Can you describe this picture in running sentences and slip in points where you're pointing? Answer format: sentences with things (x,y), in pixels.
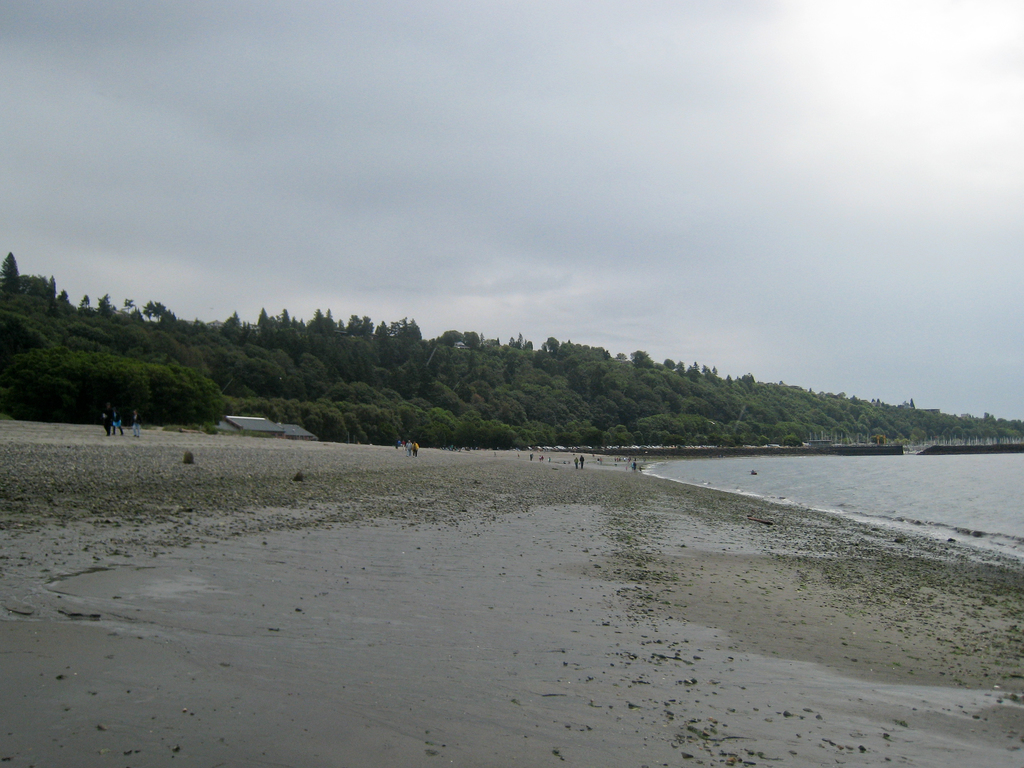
In the image there is beach (621,500) in the front (699,514), there are many people (116,428) walking in the back side (617,460) and behind there are trees (329,379) all over the place and above its sky (577,204) with clouds (443,162).
